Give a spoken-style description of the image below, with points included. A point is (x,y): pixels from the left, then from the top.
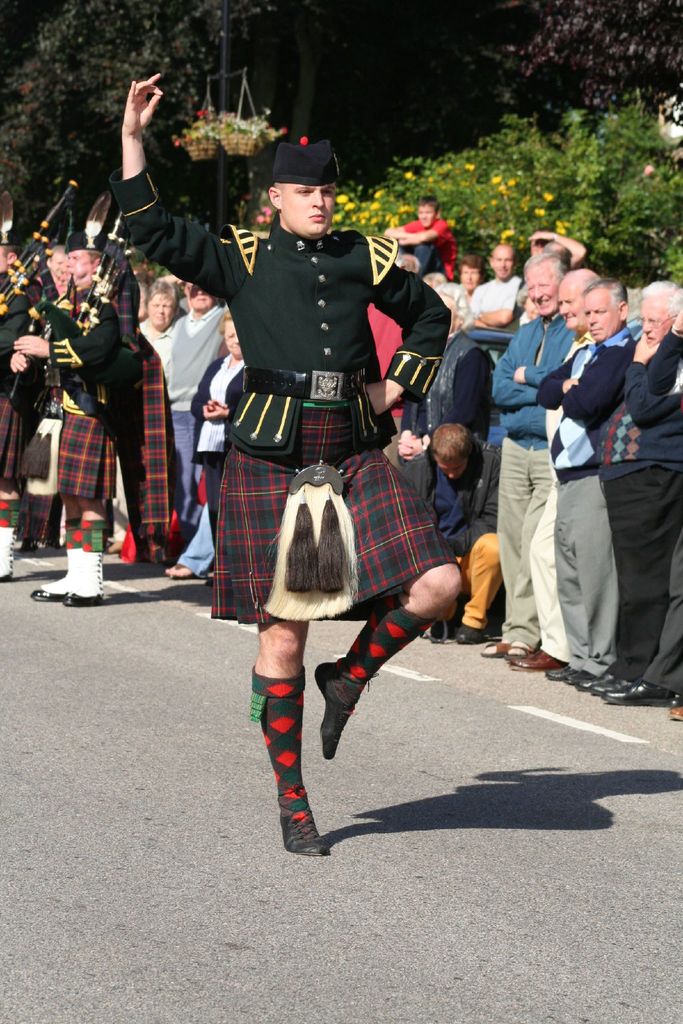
In this image we can see a group of people (361,423) standing on the ground (349,851). One person (334,560) is wearing uniform (301,420) and a cap (294,167). Two persons (87,355) are holding bagpipes (74,326) in their hands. In the background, we can see plants (246,129) in two baskets (247,152), flowers (513,181) on the trees (631,170) and a group of trees (349,76).
